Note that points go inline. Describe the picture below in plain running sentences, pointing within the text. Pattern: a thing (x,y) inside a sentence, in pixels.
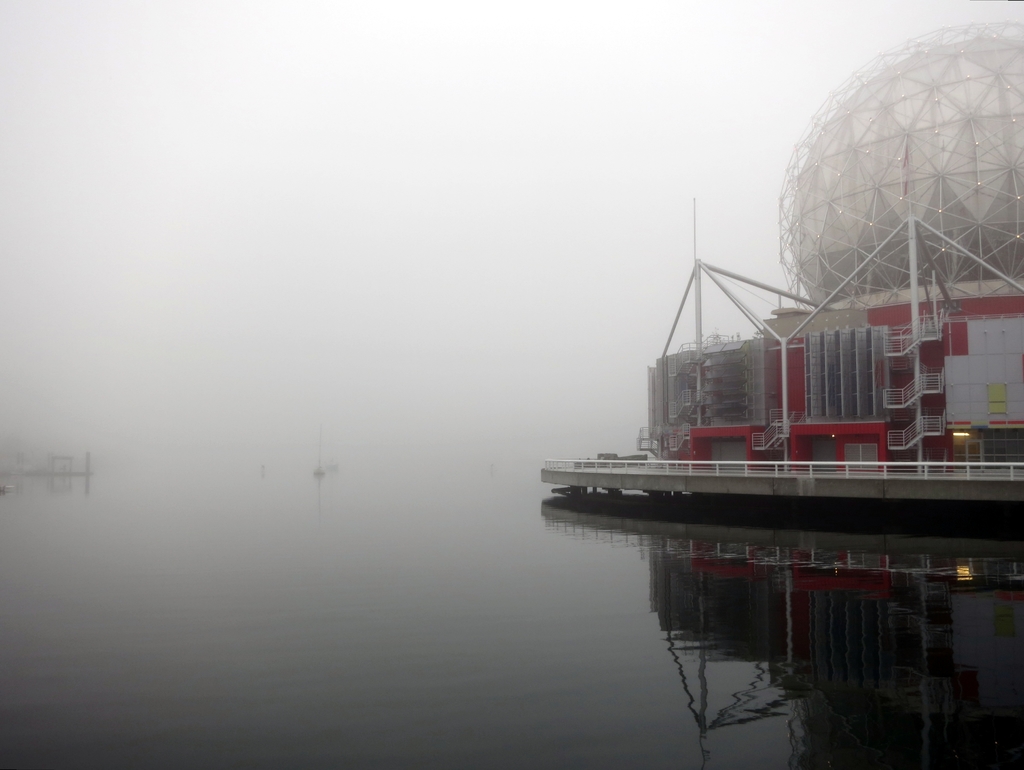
In this picture we can see building (960,161) above the water (329,588). In the background of the image (113,471) it is blurry and we can see sky (493,270).
